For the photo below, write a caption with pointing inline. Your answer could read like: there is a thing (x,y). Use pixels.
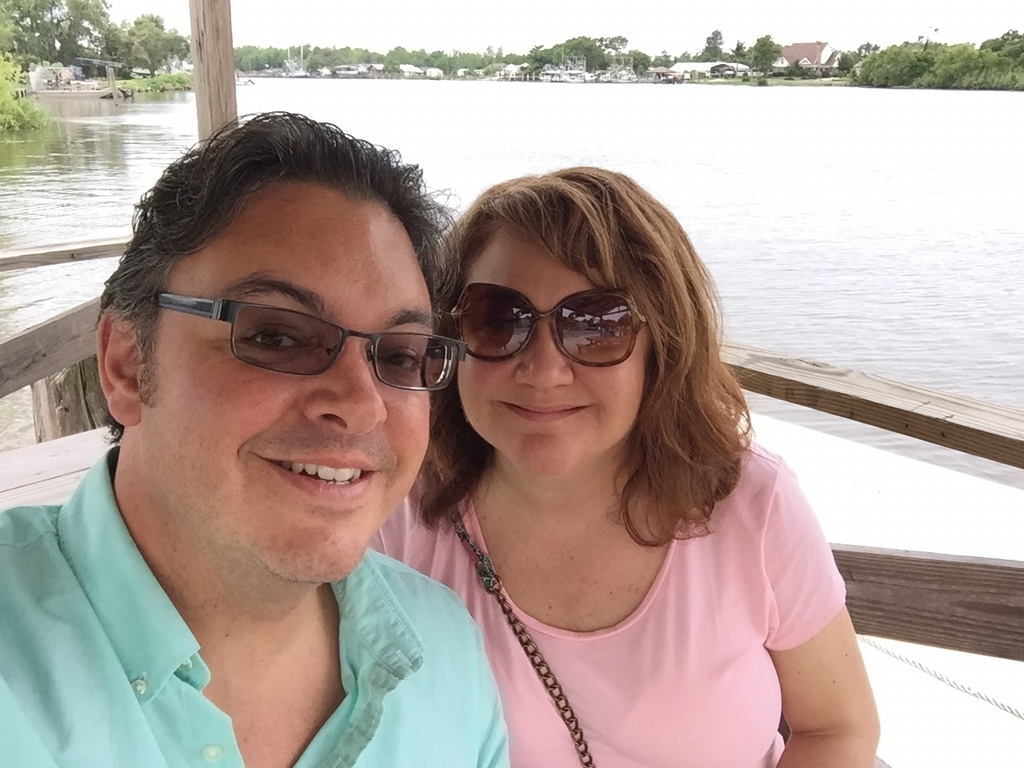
In this image I can see a person (227,544) wearing green shirt (94,625) and a woman (683,540) wearing pink dress (705,670) are smiling. I can see they are on the dock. In the background (851,287) I can see few trees (966,57), few buildings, the water (834,219) and the sky (603,36).
